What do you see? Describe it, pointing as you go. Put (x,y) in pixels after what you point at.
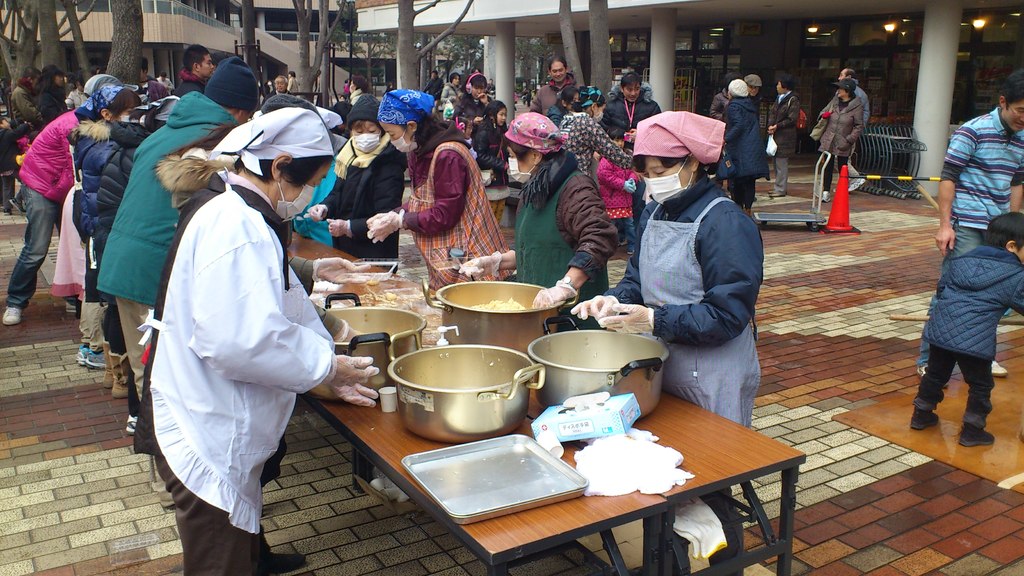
In this image we can see some persons (346,362), utensils (409,417), table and other objects (590,421). In the background of the image (392,67) there are trees (120,22), persons (55,192), buildings (203,41) and other objects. On the right side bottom of the image (356,568) there is the floor (833,455).
